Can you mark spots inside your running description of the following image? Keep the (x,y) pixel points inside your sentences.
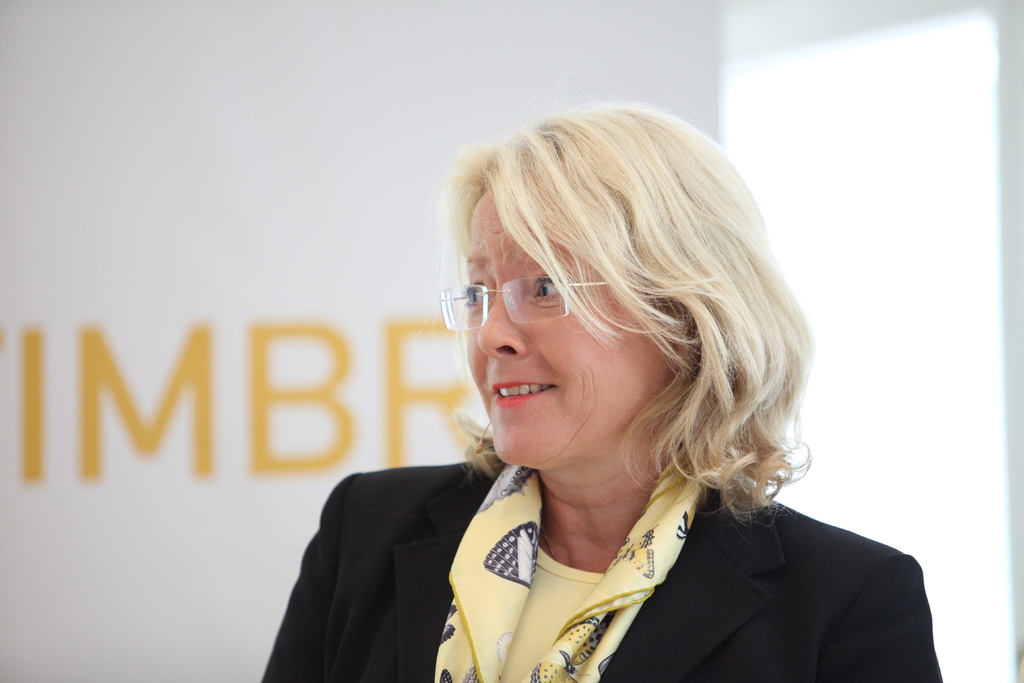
In this image there is a lady (702,440) looking to the left side of the image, behind her there is a wall (214,352) with some text (189,389) on it.
